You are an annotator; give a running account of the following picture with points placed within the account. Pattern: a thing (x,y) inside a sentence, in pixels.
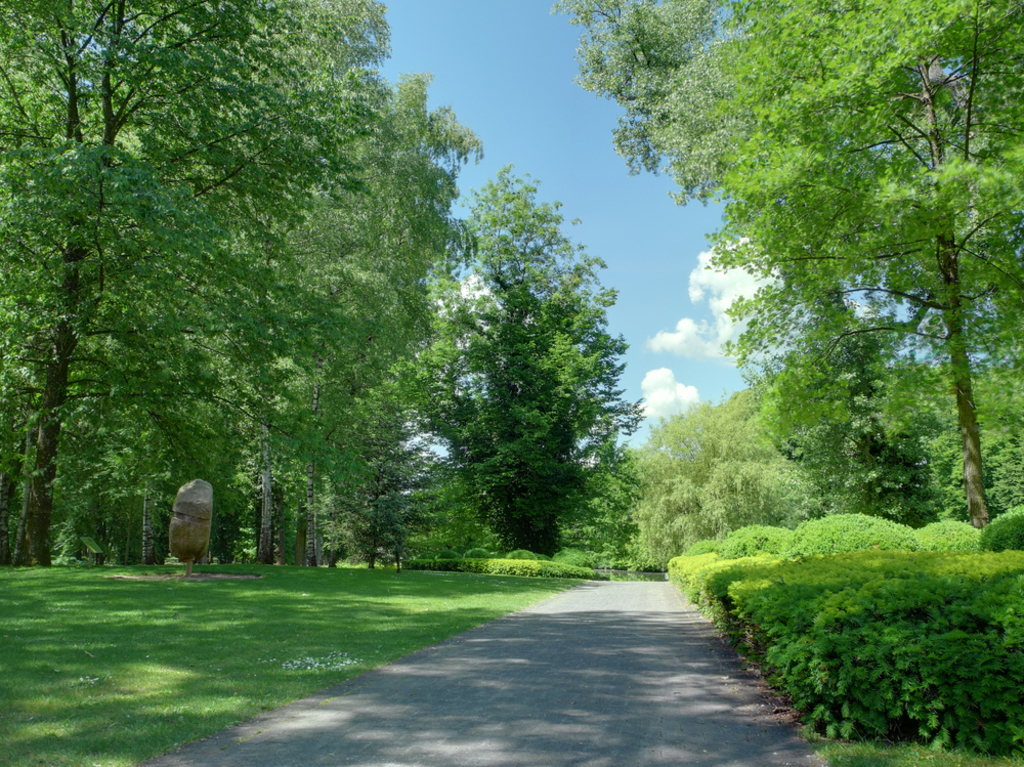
At the bottom of the image (568,638) there is road (609,634). To the both sides of the image there are trees (446,360). To the left side of the image (122,629) there is grass (100,634). At the top of the image (509,124) there is sky (505,137).
